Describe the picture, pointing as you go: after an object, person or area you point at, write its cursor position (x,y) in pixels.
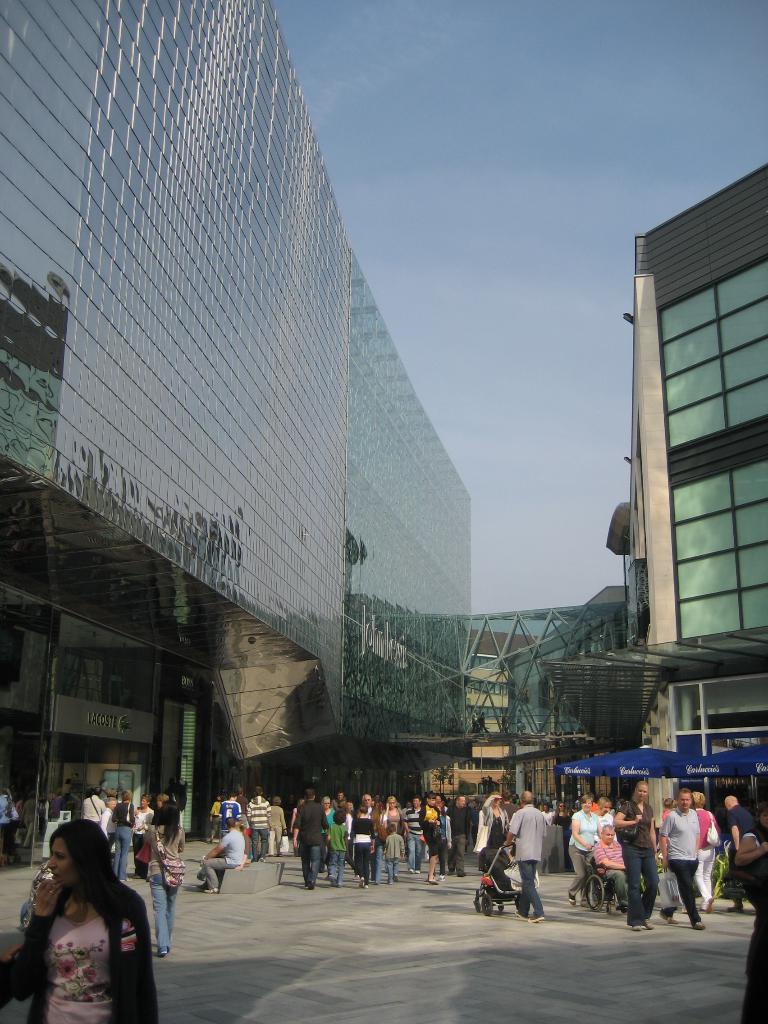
In the image in the center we can see few people (344,799) were standing and they were holding some objects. In the background (347,220) we can see the sky (512,132), clouds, buildings (716,607), banners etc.
